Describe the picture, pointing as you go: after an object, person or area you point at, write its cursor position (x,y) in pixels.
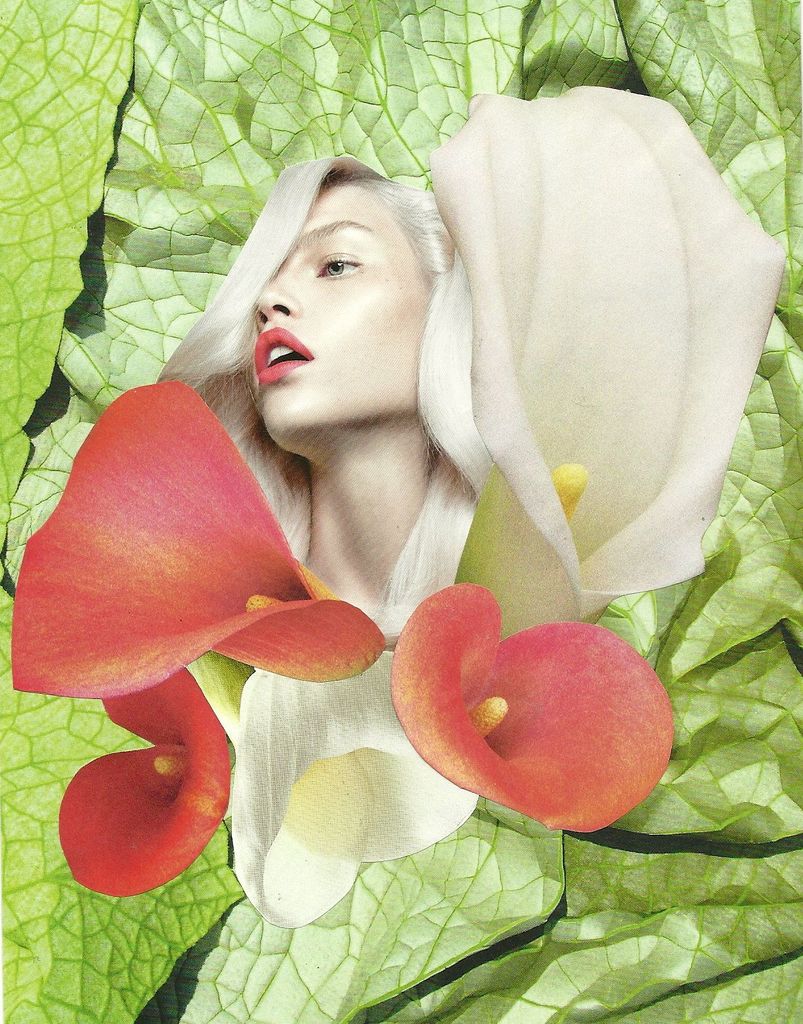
In this image I can see woman face (384,382). I can see flowers (585,434). They are in white and red color. Background (752,927) is green in color.
